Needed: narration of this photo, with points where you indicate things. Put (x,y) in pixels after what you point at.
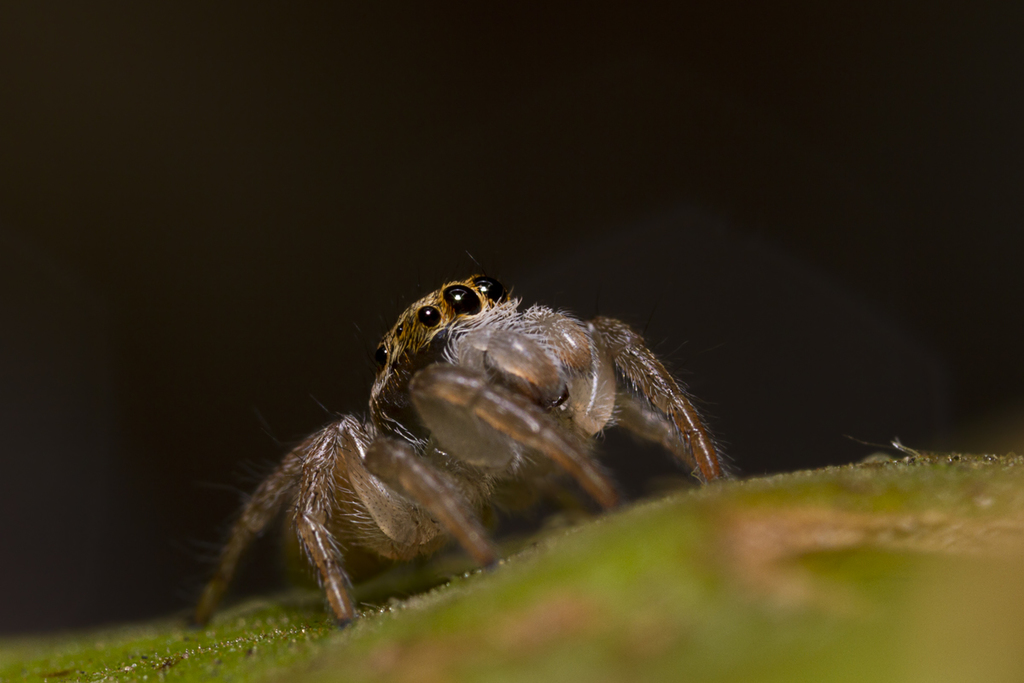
In this image there is a spider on a leaf (617,546).
